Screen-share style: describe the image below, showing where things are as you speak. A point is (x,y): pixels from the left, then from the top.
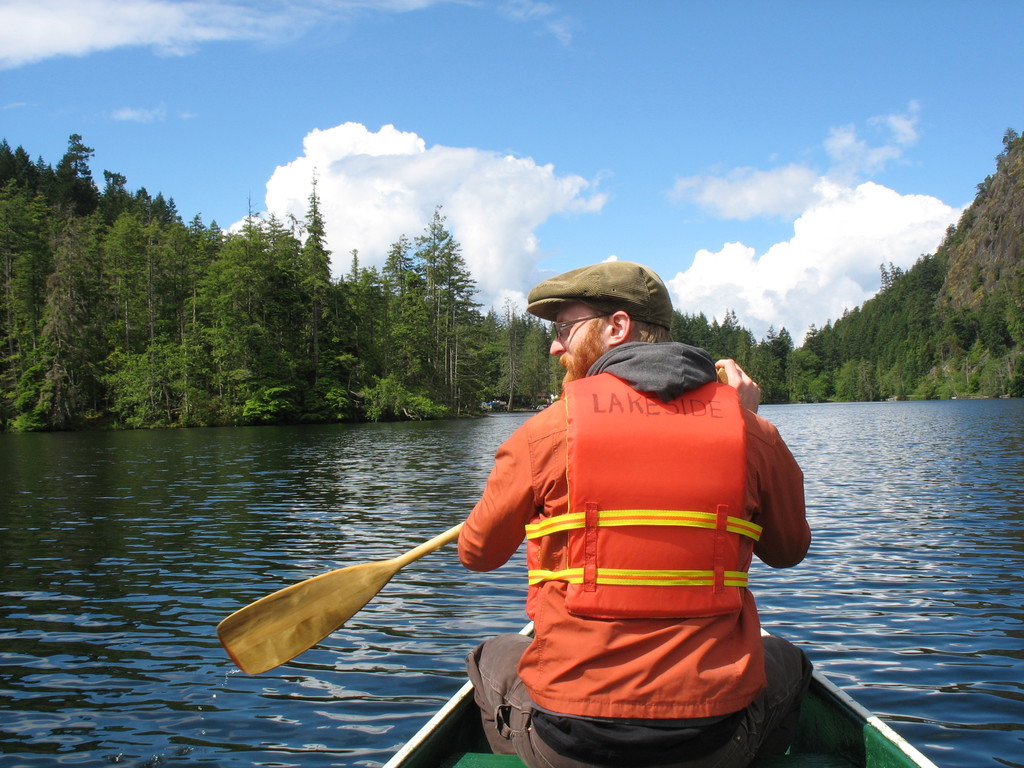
On the right side (683,463), there is a person (627,376) in an orange color jacket (676,414), wearing a cap (554,280), holding a wooden object (292,633) and sitting in a boat (434,760), which is on the water (973,476). In the background (920,281), there are trees (288,338) on the mountains (987,292) and there are clouds (85,25) in the sky (268,64).
